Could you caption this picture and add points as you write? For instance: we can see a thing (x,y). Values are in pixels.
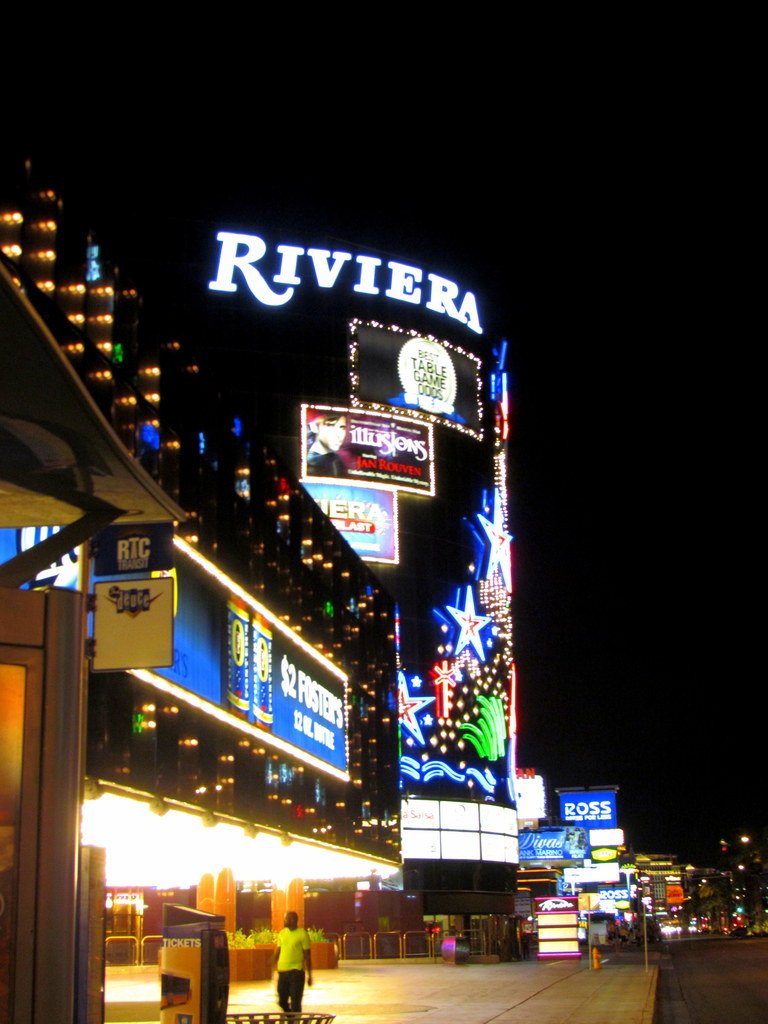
This picture is clicked outside. In the foreground (312,984) we can see a person (300,946) seems to be walking on the ground (341,988). On the left (199,966) we can see an object (220,989). In the center (453,676) we can see an object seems to be a water hydrant (593,954) and we can see the text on the boards (599,830) and we can see the text (332,715) and pictures (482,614) on the building (363,587), we can see the decoration lights (410,485). In the background (631,393) we can see the sky (663,832), buildings (273,763), lights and many other objects (753,912).
